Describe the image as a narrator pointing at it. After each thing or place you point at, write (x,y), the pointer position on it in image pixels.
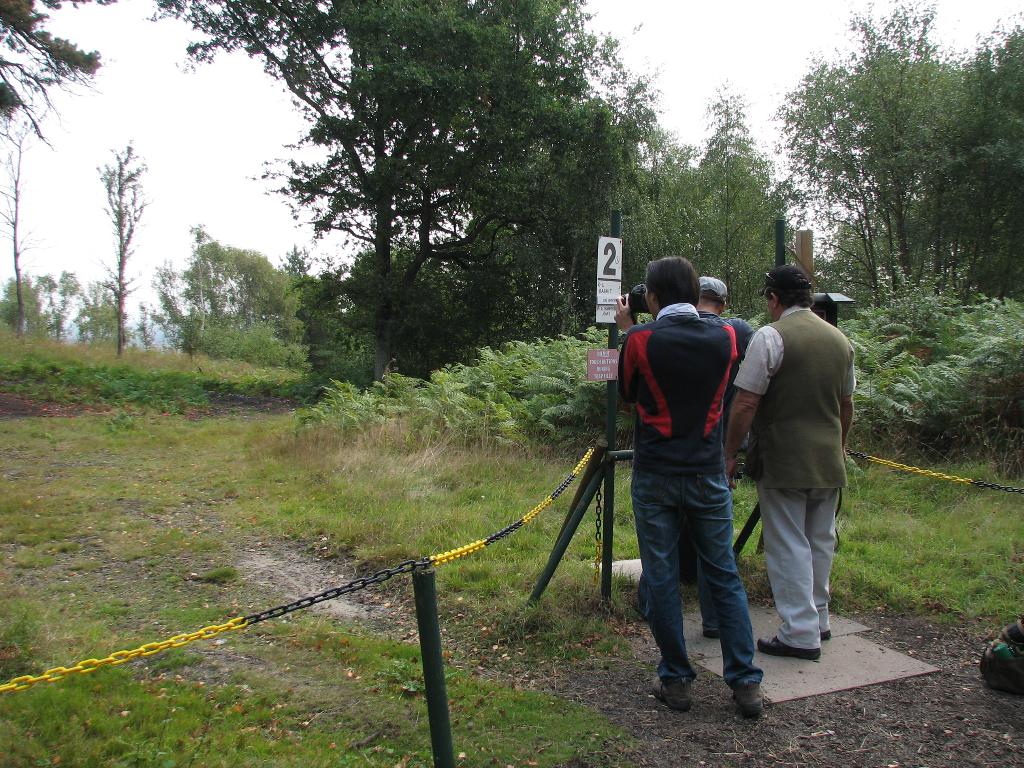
In the image we can see there are people (717,462) standing, wearing clothes (723,435), shoes (789,656) and two of them are wearing a cap (763,287). This is a camera (641,297), chain (234,620), pole (427,618), grass (392,553), plant (473,387), trees (550,193) and a white sky (127,106).
